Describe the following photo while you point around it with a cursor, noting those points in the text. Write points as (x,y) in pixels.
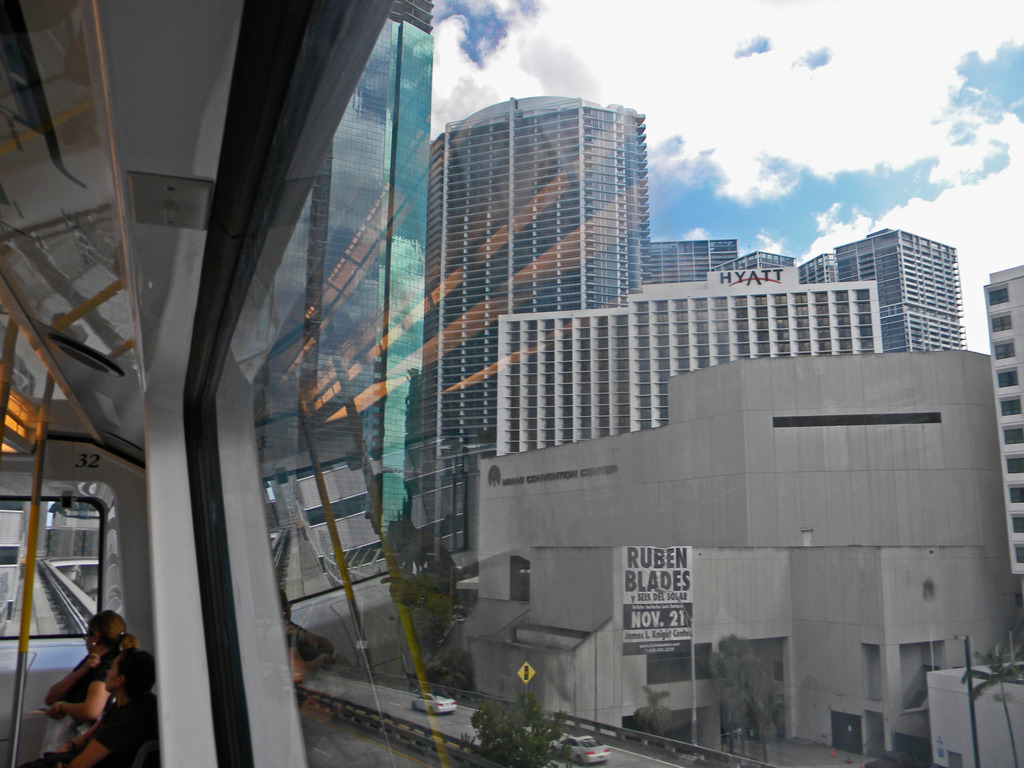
In front of the image there is a glass window (277,413) of a metro train (178,404), through the glass (262,417) we can see vehicles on the roads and there are sign boards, lamp posts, trees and buildings (548,327). On the buildings (628,276) there are name boards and banners (662,613). On the left side of the image (82,695) there are two people (90,646) sitting in chairs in the metro (162,638), in front of them there is a metal rod (23,611), through the glass (74,557) we can see the track (61,603). At the top of the image (860,85) there are clouds (762,125) in the sky (1018,103).
